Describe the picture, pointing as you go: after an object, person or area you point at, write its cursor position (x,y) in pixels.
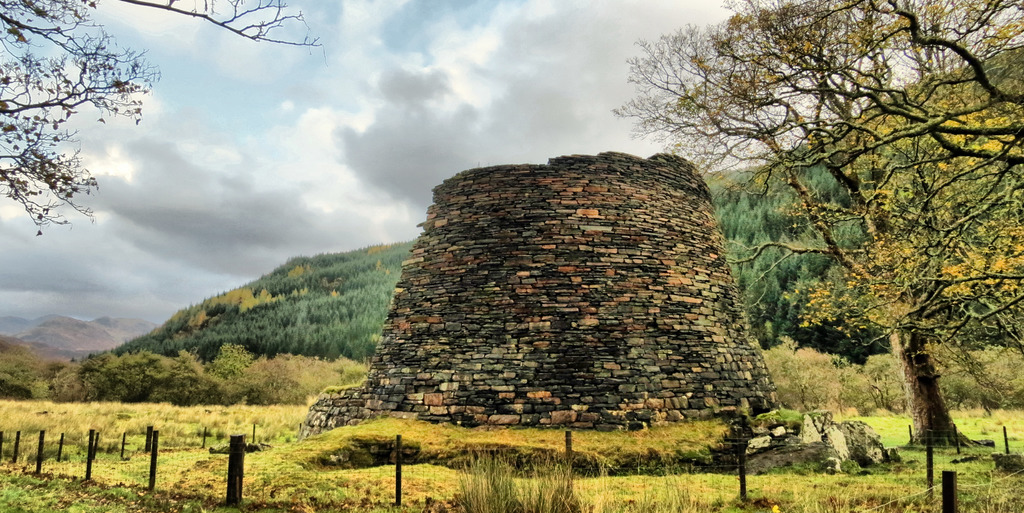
In the image there is a stone hut (650,323) in the middle of the grass land (68,429) with a fence (252,434) in front (935,442) it and trees (960,256) on either sides and behind it there is mountain (392,288) with trees (766,236) all over it and above its sky (268,149) with clouds (499,121).
